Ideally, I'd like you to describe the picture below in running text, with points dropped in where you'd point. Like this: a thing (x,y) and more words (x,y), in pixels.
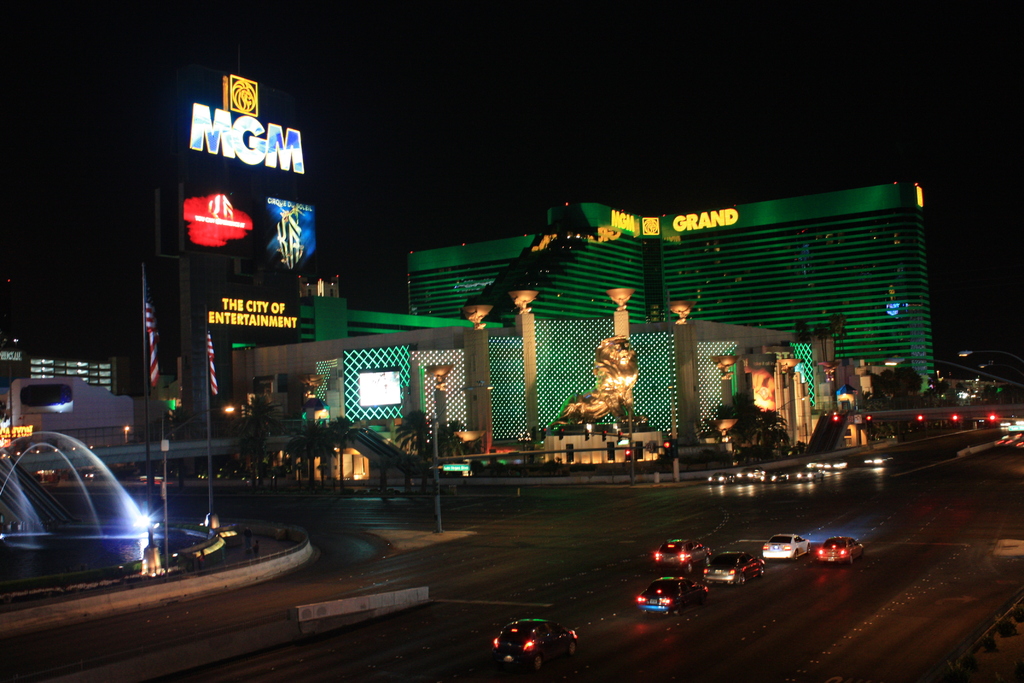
In the foreground (582,546) I can see fleets of vehicles (554,650), poles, flags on the road (749,591), fountain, plants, statue (620,390), pillars (800,372) and buildings (537,396). At the top (463,73) I can see a board (308,198), screen (278,220) and the sky (723,140). This image is taken may be during night.
